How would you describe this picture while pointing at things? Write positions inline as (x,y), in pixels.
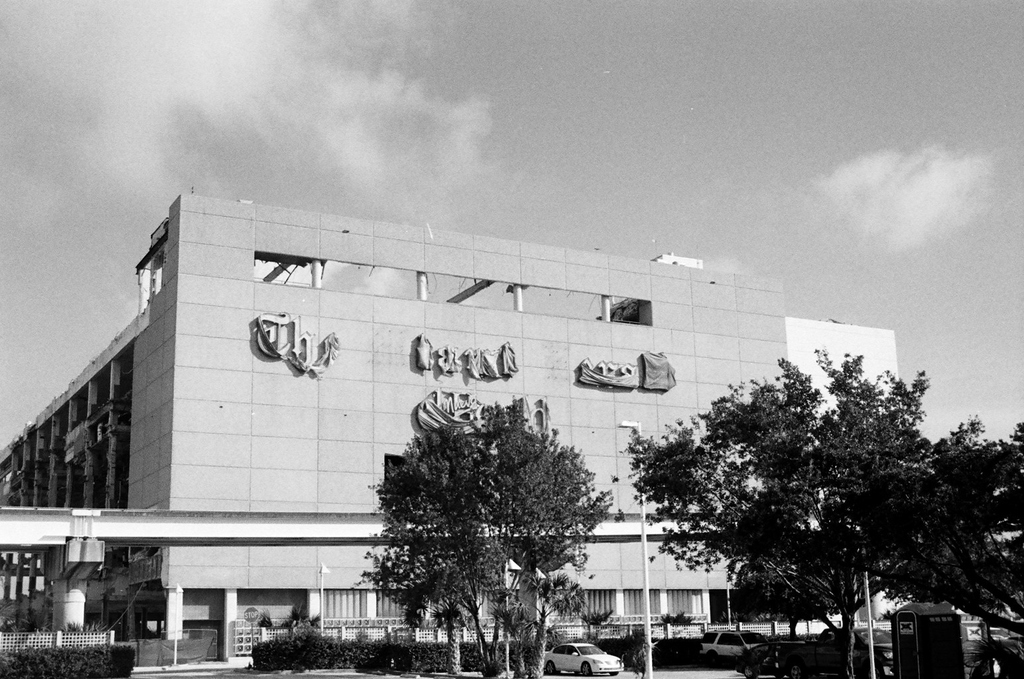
In the image we can see in front (953,563) there are trees (532,561) and behind there is a building (561,338). There are cars (741,638) parked on the road (677,676) and there are small bushes (389,655) on the footpath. The image is in black and white colour.
